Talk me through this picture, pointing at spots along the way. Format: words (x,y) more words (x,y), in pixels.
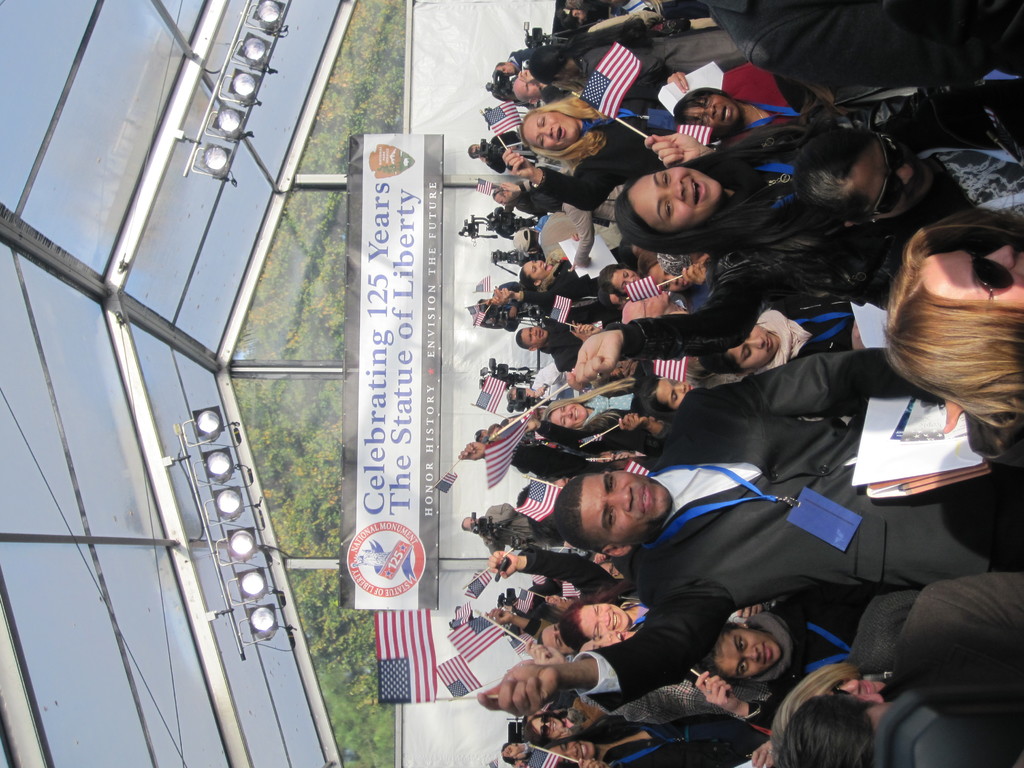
This is a tilted image, in this image on the right side (993,645) there are people (936,610) standing, holding flags (542,749) in their hands (520,764), on the left side (185,327) there is a roof (175,390) and lights (183,440), in the middle (413,427) there is a wall (415,15) and a banner (423,524) on that banner (381,201) there is some text (409,247).
